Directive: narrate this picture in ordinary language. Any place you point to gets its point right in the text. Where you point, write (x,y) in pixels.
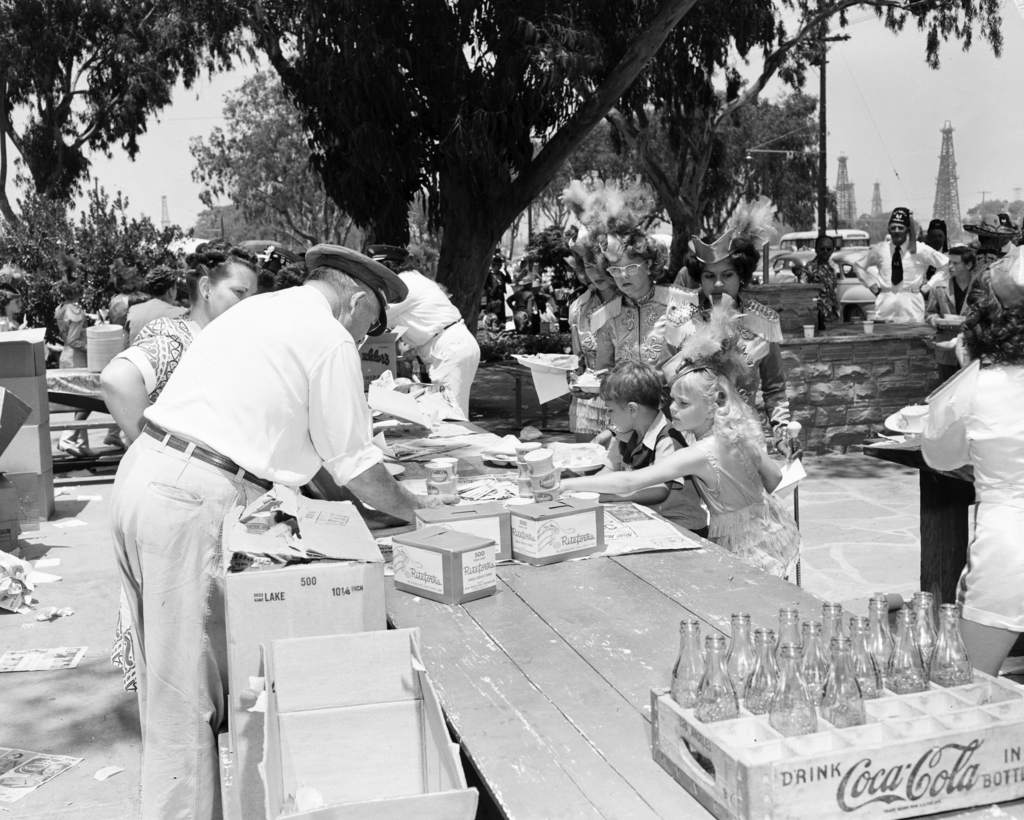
A black and white picture. These persons (432,293) are standing. Far there is a tower (946,134) and trees (519,133). On this table (497,601) there are bottles (711,660), boxes (550,550) and things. Beside this table (458,690) there are cardboard boxes (364,631).
